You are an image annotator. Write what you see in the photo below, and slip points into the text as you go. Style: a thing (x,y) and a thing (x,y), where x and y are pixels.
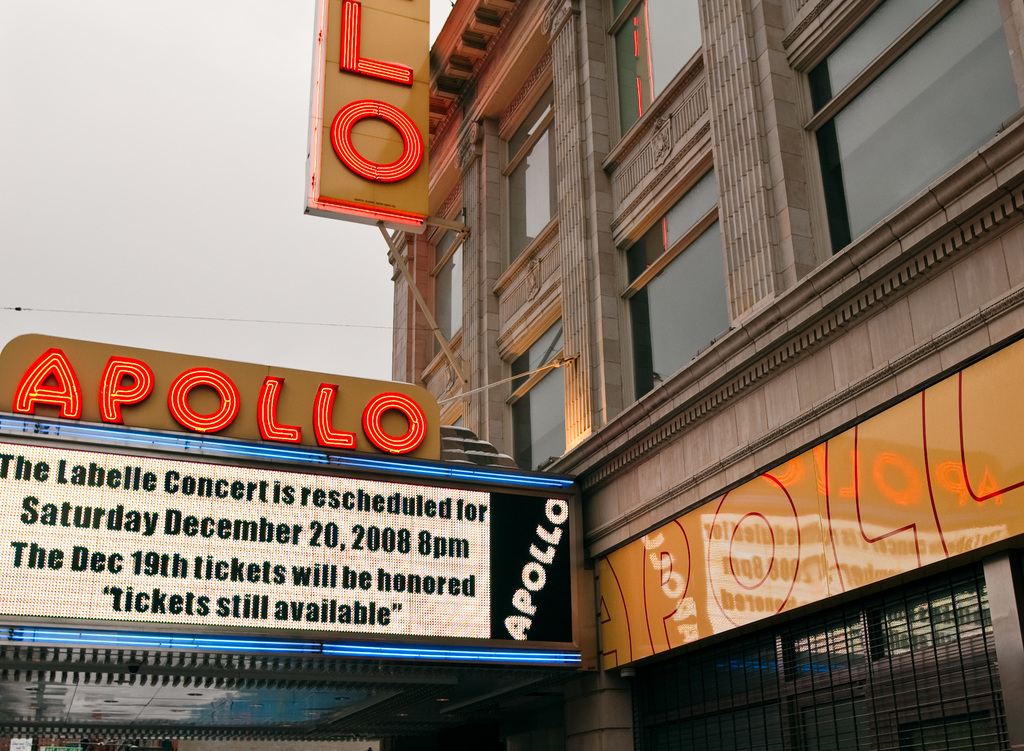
In this image I can see a building (774,336), glass windows (705,279), boards (422,58) and something is written on the boards (477,625). The sky (163,221) is in white color.
